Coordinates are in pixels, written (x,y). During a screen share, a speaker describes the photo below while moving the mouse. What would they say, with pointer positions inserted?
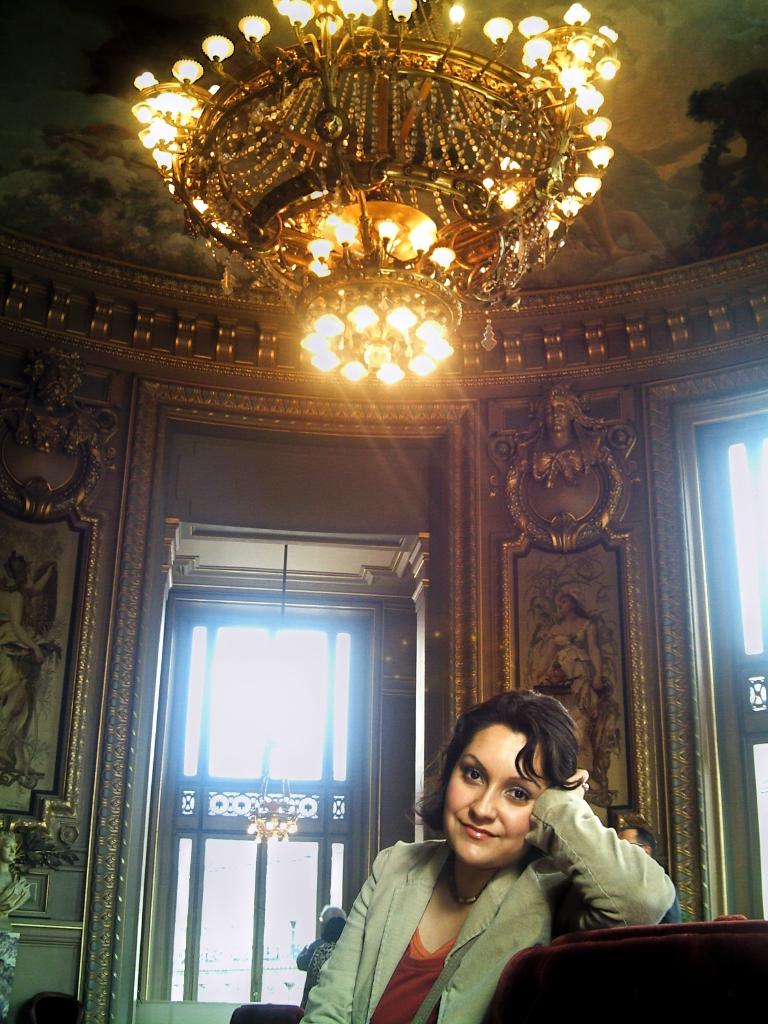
In the bottom of image (384,984) a woman (371,883) wearing blazer (366,958) is sitting on the chair (515,993). Behind her there are few persons (334,939). Background (535,660) there is wall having few sculptures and paintings (568,639) on it. There is a window (268,642). A light (284,823) is hanged from the roof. Top of the image (490,231) there is a chandelier (359,317).
